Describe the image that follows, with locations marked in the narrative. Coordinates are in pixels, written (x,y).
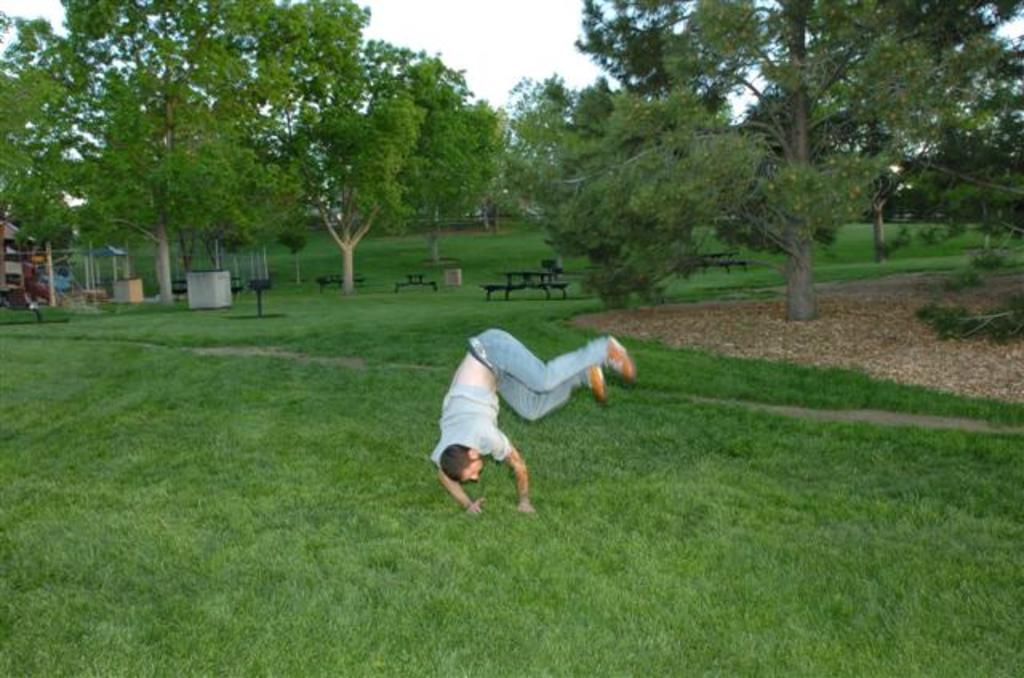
In this picture we can see a man (569,369) on the grass (626,474), in the background (59,204) we can find few trees (387,160), benches (542,283) and metal rods (264,275).
